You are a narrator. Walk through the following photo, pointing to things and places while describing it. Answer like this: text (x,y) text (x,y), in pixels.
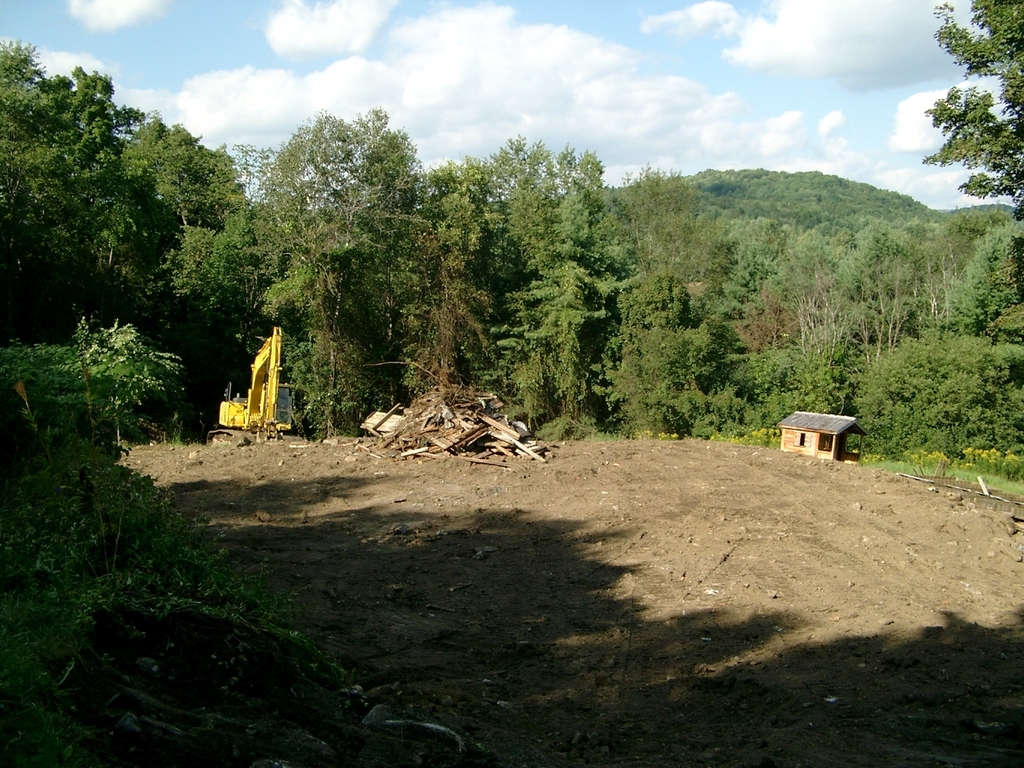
On the left side (107,431), there are plants (99,430) on the ground (318,711). In the background (308,376), there is an excavator (238,395), woods (520,435), a shelter (821,414), there are trees (725,209), plants (1016,468) and grass (956,474) on the ground (597,454), there is a mountain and there are clouds (680,149) in the sky (285,50).
